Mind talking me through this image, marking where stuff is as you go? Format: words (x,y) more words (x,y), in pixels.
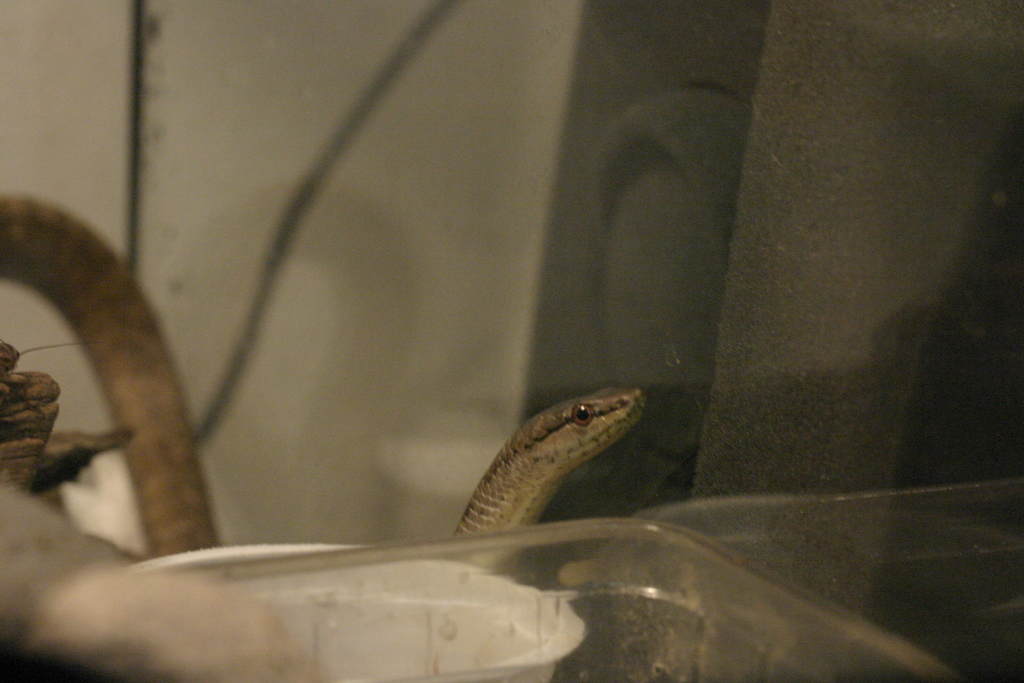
In this image I can see the snake (526,495) which is in brown color. In-front of the snake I can see the bowls (288,579) which are in white color. In the background (398,218) there is a wall (516,189) with ash and black color.
